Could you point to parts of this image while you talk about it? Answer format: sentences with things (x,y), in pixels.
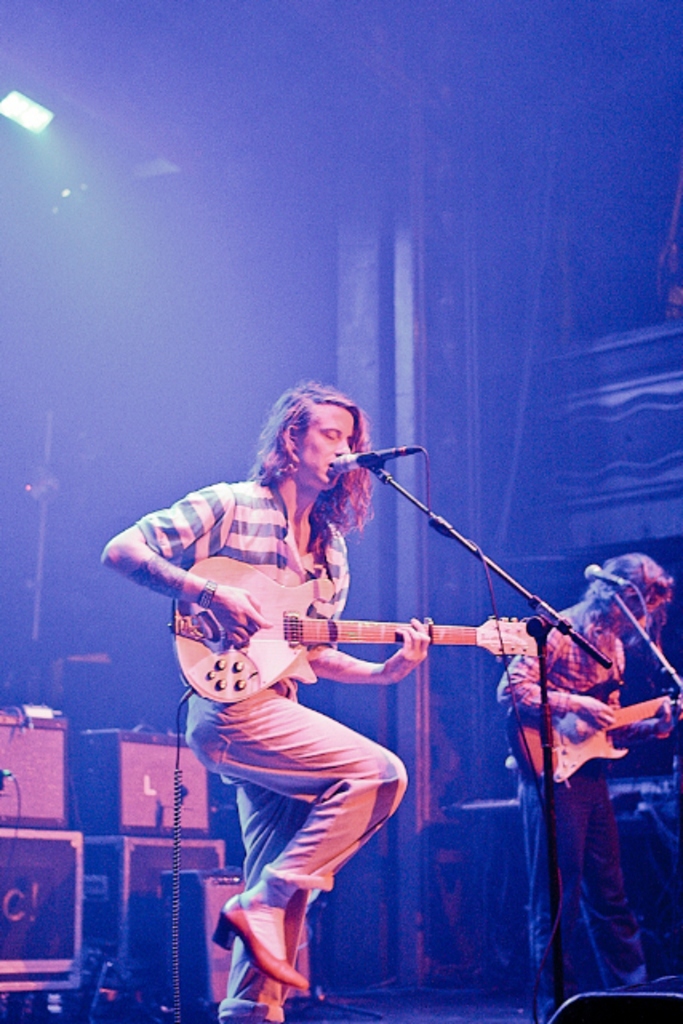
The photo is of a concert. In the center of the picture (323,431) there is a man (226,780) playing guitar (347,629) and singing into a microphone (370,455). On the right (535,954) there is another person (600,673) standing playing guitar (589,740). On the right (676,680) there is a microphone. On the left (20,959) there are speaker (136,792) and boxes (120,757). In the background (382,219) there is a pillar frame (419,285) and curtain (556,323). On the top left (20,114) there is a focus light (10,105).
